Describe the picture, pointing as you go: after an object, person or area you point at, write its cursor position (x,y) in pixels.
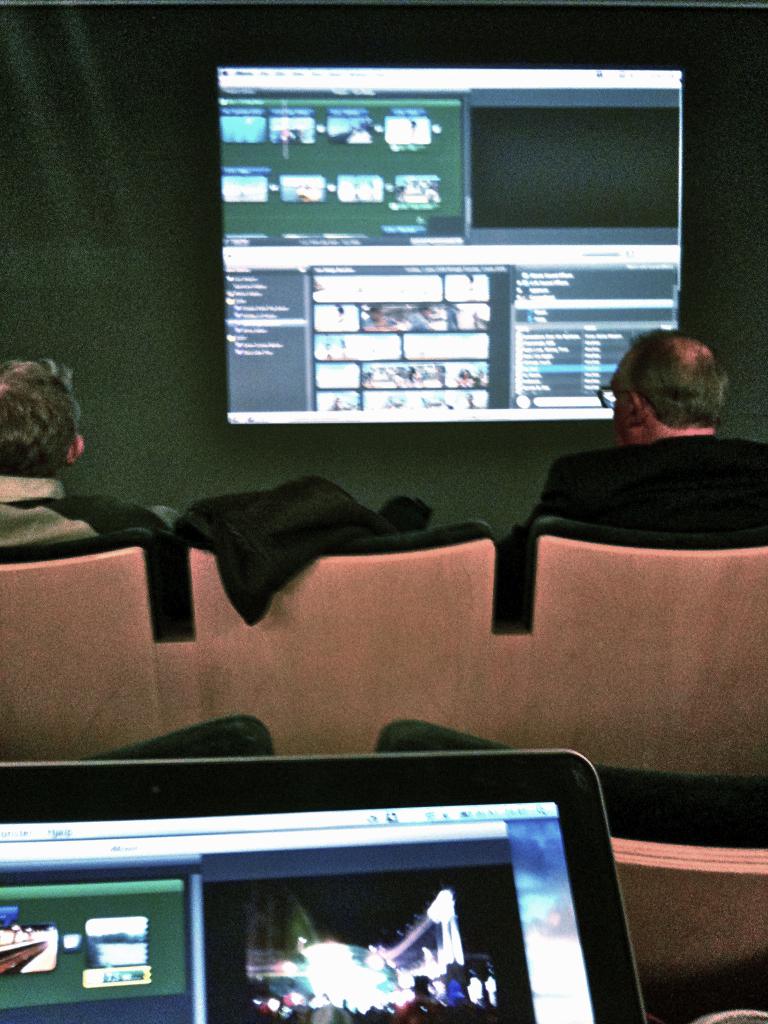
In this picture we can see a laptop (325,1023) and two men (45,409) are sitting on chairs (669,652) and in the background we can see screen (480,139).
